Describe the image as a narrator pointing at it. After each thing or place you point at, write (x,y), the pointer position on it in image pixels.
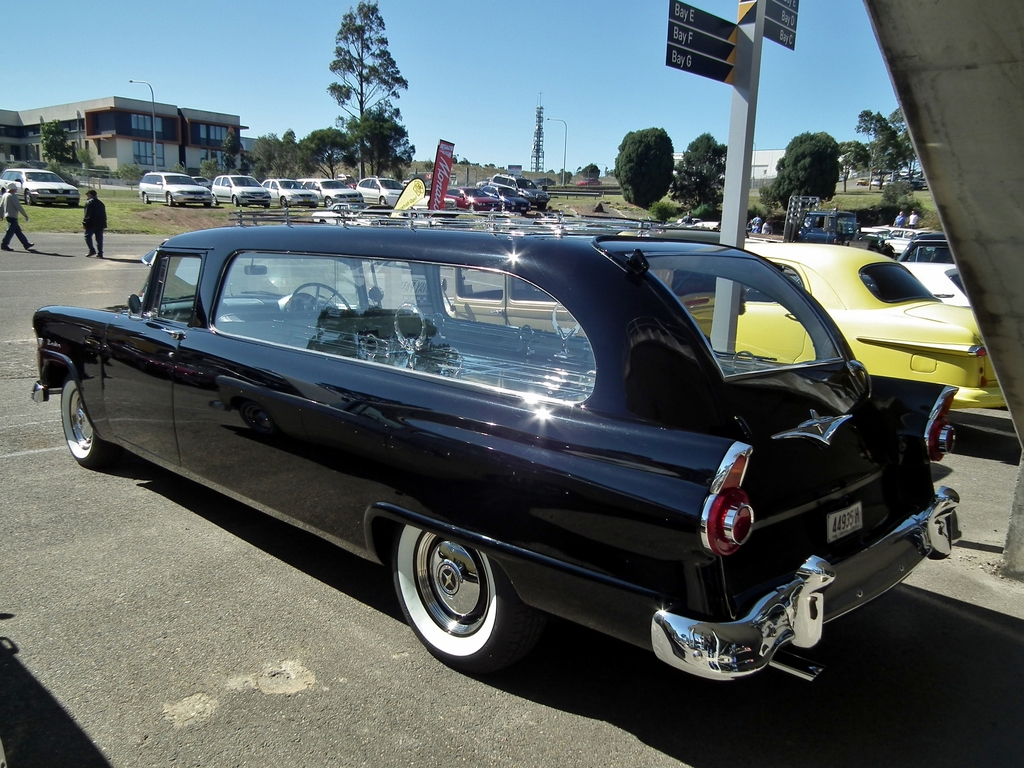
This image is taken outdoors. At the bottom of the image (364,693) there is a road (484,728). At the top of the image (188,70) there is the sky (508,72). In the background (198,156) there are a few buildings (765,168). There are many trees (866,170) and plants (773,200). There is a tower (537,145) and there are a few street lights (566,123). A few cars (45,181) are parked on the ground (152,206). A few people (95,193) are standing on the ground (136,249). In the middle of the image (479,385) a car (380,489) is parked on the road (35,252) and there is a signboard (728,73). On the right side of the image (885,262) there is a wall (957,39) and a few vehicles (869,234) are parked on the ground (863,193).
